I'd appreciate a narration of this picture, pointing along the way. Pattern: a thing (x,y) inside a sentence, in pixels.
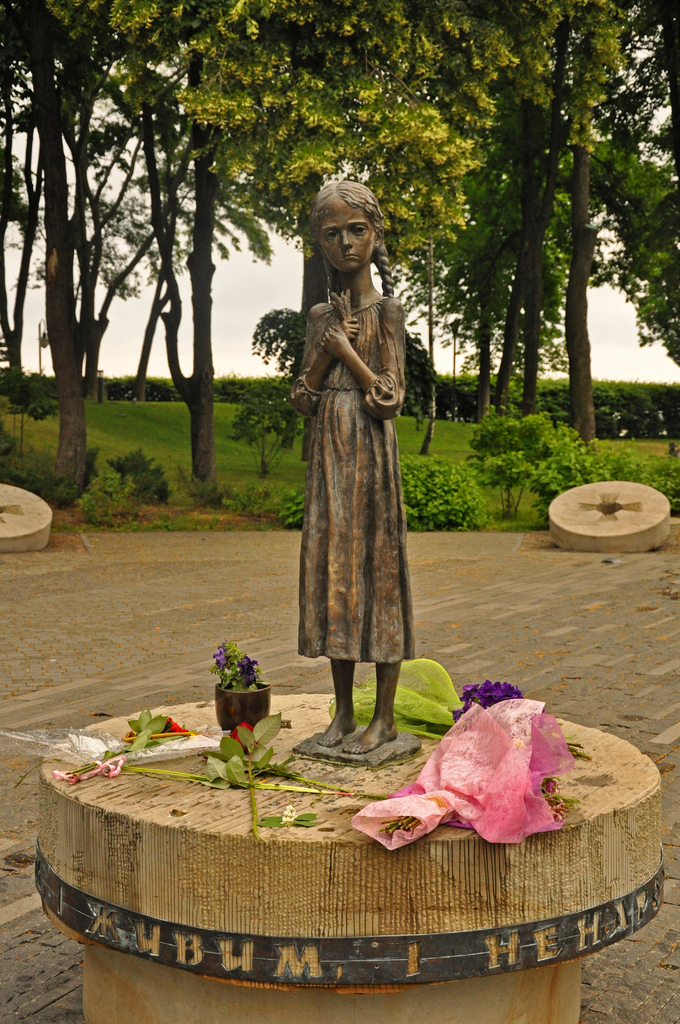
In the middle of the image (394,645) we can see a statue (371,643) and there are some leaves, plants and flowers (171,723). Behind the statue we can see some plants (475,376) and trees (353,91). Behind the trees (465,276) there is sky (615,353).
